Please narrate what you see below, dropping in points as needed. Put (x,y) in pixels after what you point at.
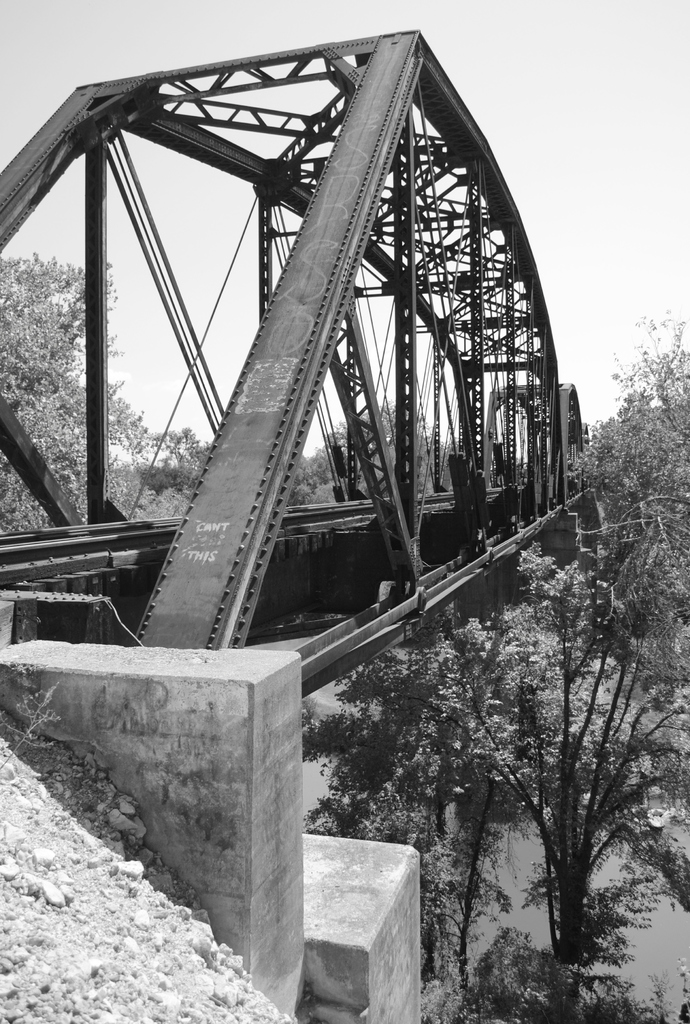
In this image I can see a bridge (384,622) in the centre (417,632) and on it I can see something is written in the front (246,400). On the both side of this bridge (332,538) I can see number of trees (40,421) and I can see this image is black and white in colour.
